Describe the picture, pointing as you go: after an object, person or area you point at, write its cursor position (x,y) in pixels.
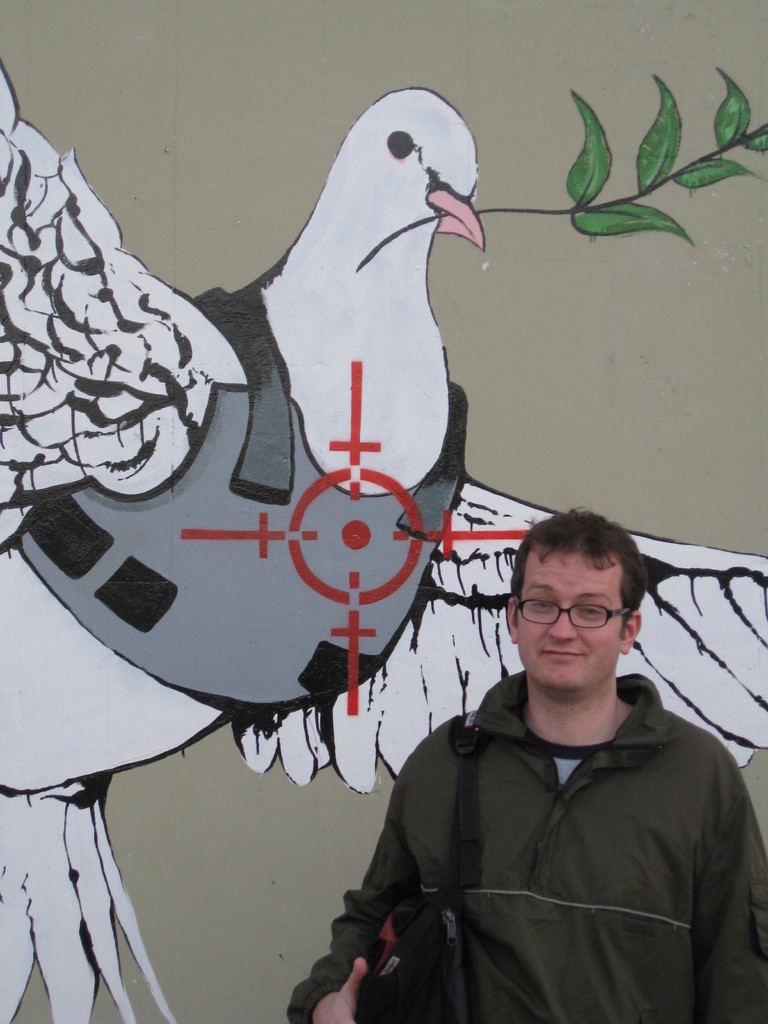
In this image we can see a man (631,931) standing. He is wearing a bag (450,902). In the background (606,402) there is a wall (621,402) and we can see a painting (259,517) on the wall (166,947).
